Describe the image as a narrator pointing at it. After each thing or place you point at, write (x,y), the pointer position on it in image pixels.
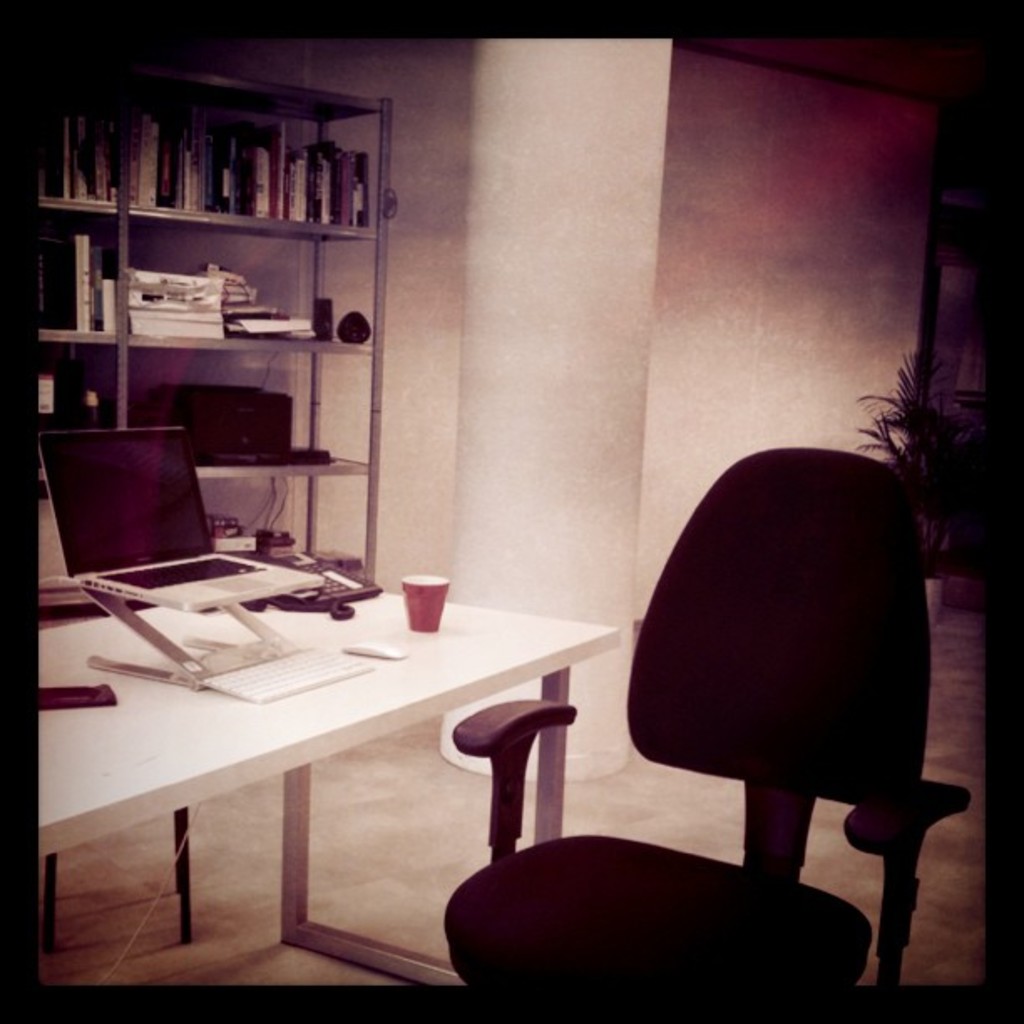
This is a bookshelf (317,246) which is on the top left (332,340). This is a table (372,685) where a laptop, a mobile phone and a cup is placed on it. This is a chair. There is a plant (908,392) on the top right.
